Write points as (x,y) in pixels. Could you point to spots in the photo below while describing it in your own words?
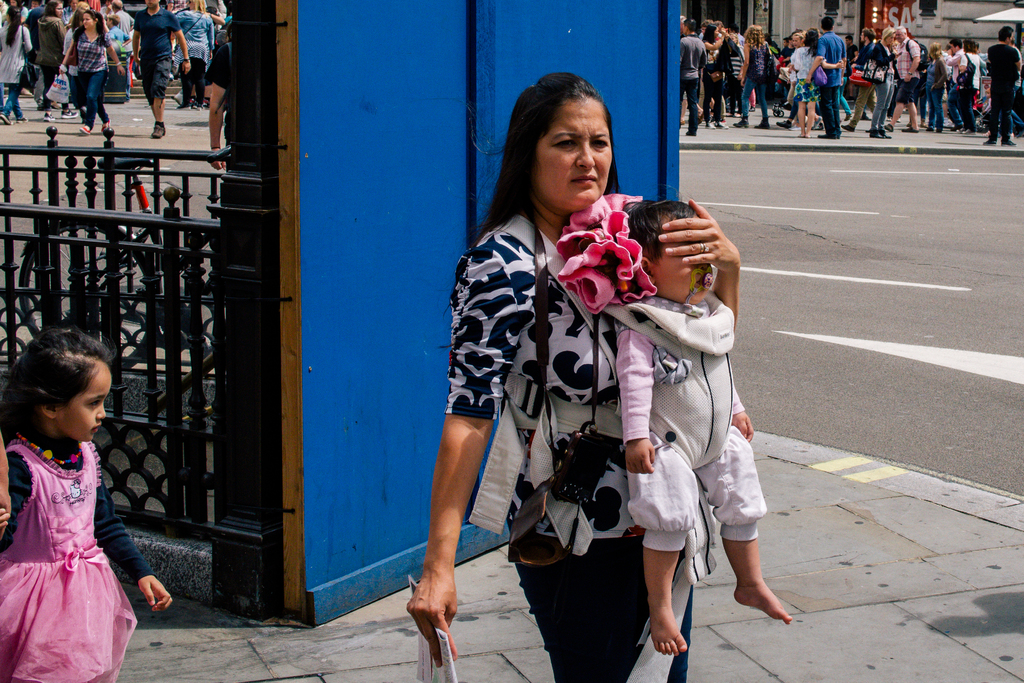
This woman (544,244) is holding an object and carrying baby (655,475). Here we can see girl (67,468). Beside this girl (78,417) there is a grill (151,274). This is blue wall (367,110). Far there are people (954,89).
